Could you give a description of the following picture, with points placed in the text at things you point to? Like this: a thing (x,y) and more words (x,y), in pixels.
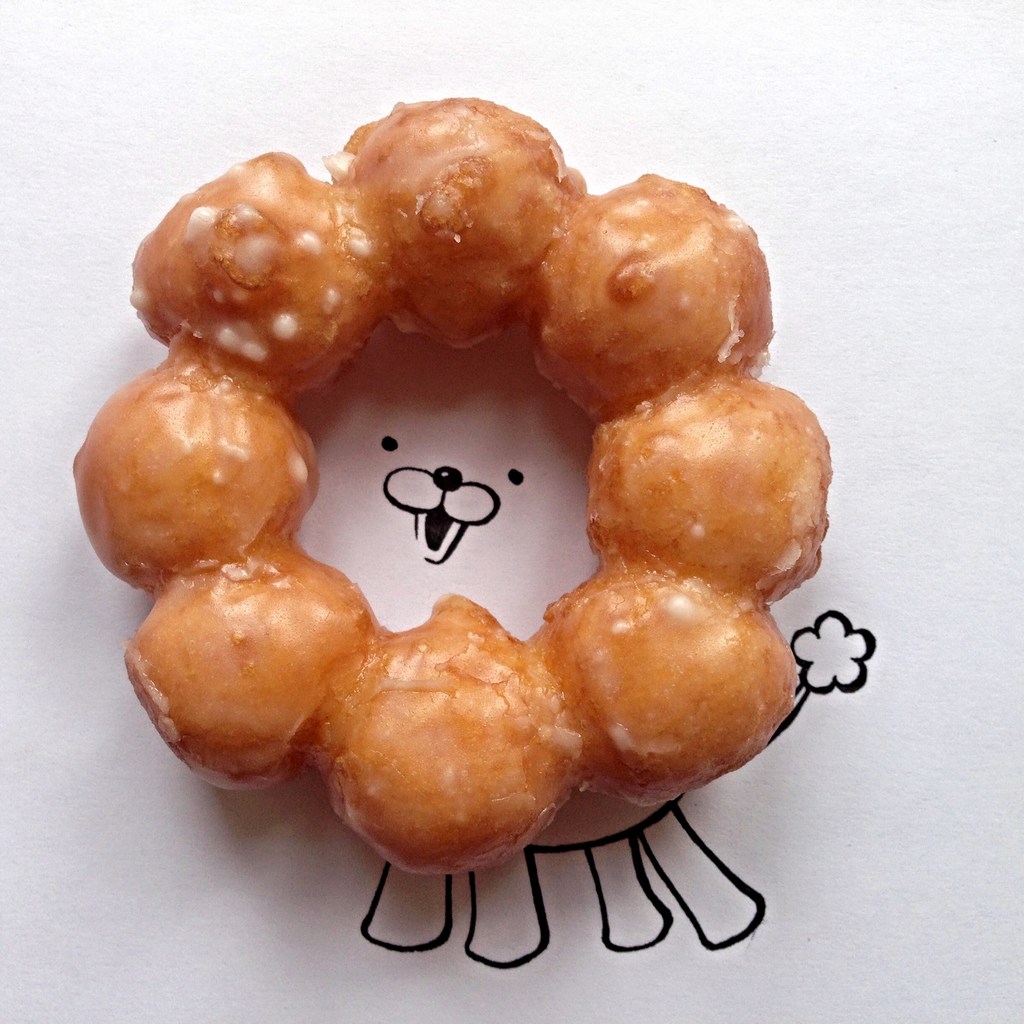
In this image there are sweet balls (272,683), Under the sweet balls (595,223) there is a drawing (522,881).
